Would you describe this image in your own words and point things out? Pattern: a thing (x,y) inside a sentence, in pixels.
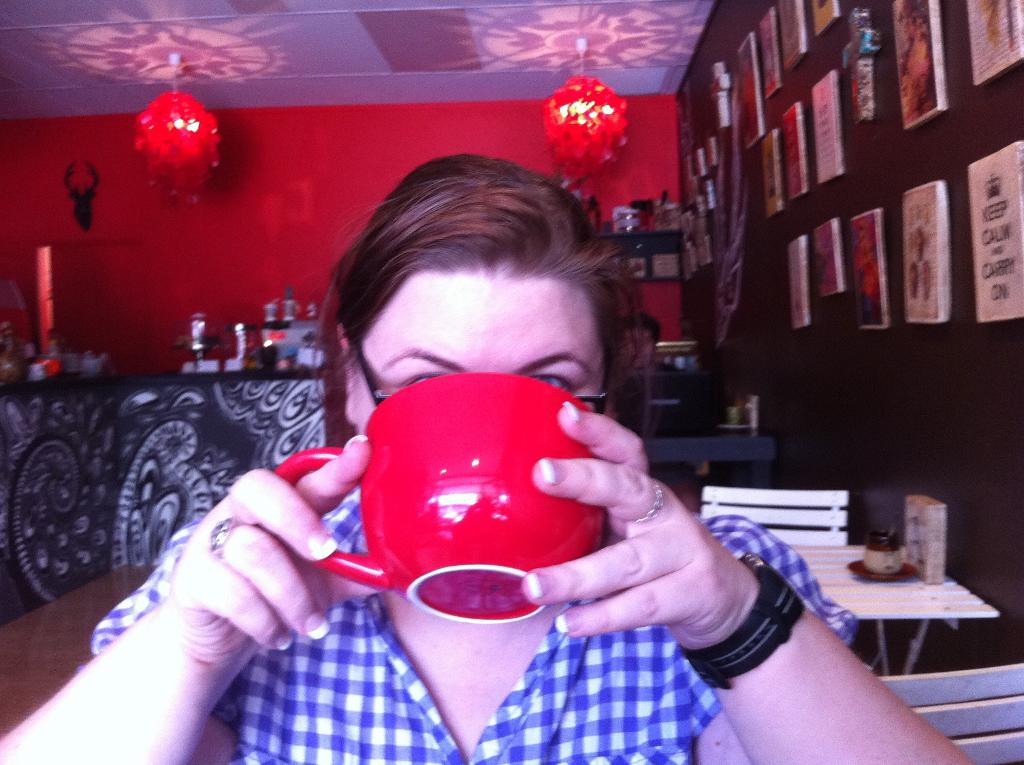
In this image in the foreground (364,526) there is one woman (640,728) who is holding a cup (392,475), and she is drinking and in the background (933,675) there are tables (764,444), chairs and some objects (681,393). And on the left side of the image (187,405) there is a table (15,417), on the table (14,497) there are some objects (267,322). And on the right side (886,275) there are some frames (923,69) on the wall (771,343), in the background (139,125) there is a wall (330,118) and some lights (607,116) and some objects (670,210). At the top (472,59) there is ceiling (307,75) and lights (200,118).
